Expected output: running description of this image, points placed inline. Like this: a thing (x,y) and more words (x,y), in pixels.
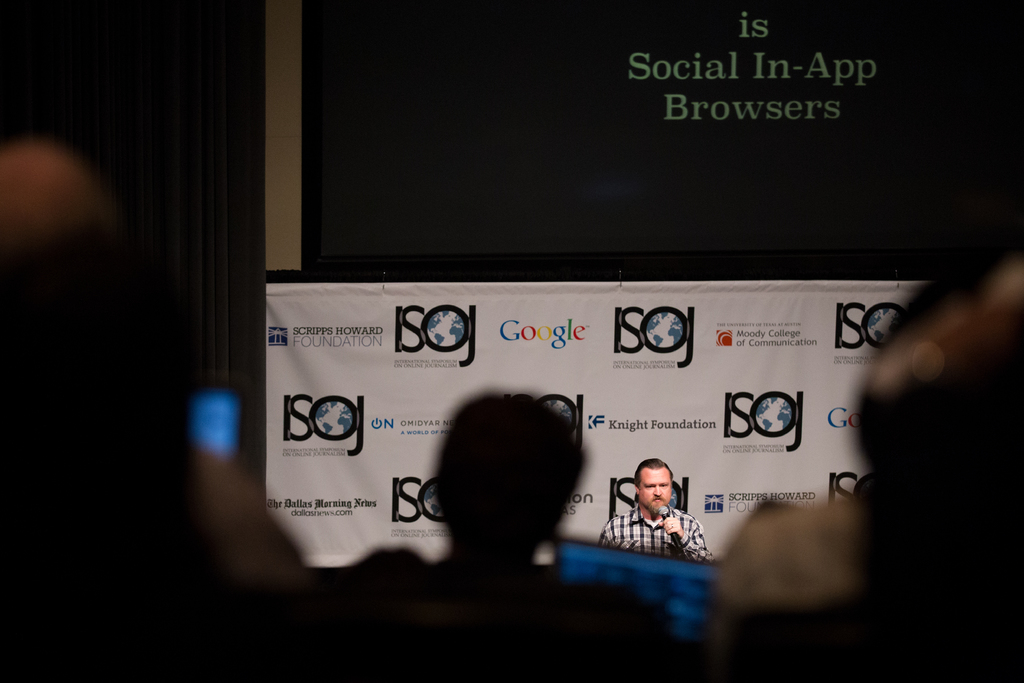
In this image we can see few people (477,556) and a person (658,520) is holding a mic (663,508) and in the background (673,345) there is a banner (673,345) with text (687,337) and on the top of the banner (697,349) there is a screen (695,135) with text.
